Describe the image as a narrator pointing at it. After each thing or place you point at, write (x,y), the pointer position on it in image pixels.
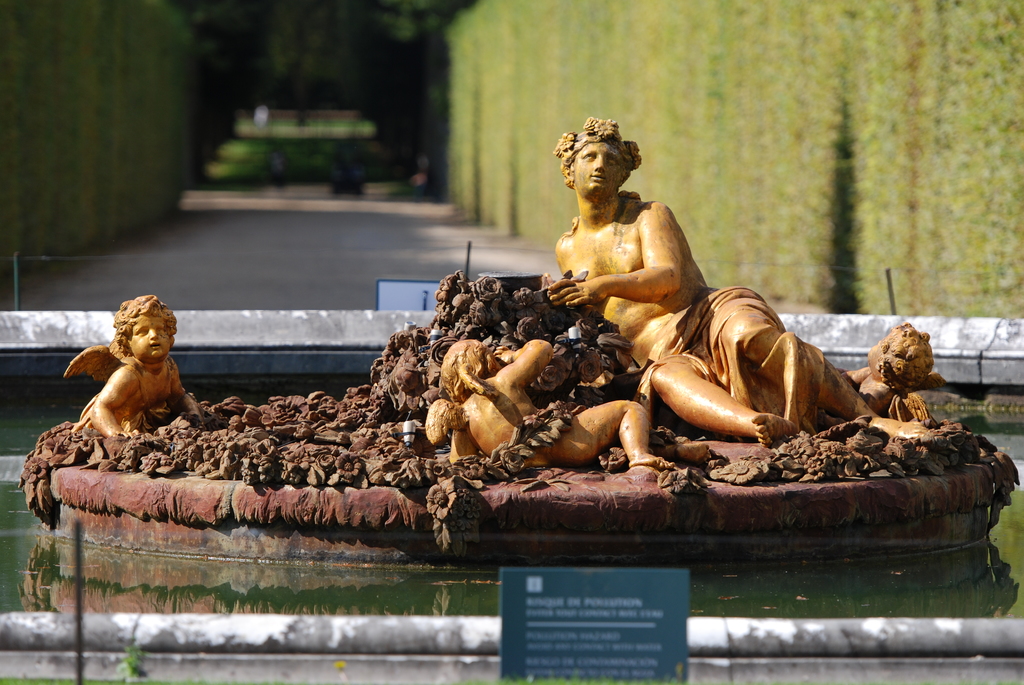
In the image I can see a fountain (423,520) on which there are some statues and around there are some water (107,560) and also I can see a board (537,612) on which there is something written.
